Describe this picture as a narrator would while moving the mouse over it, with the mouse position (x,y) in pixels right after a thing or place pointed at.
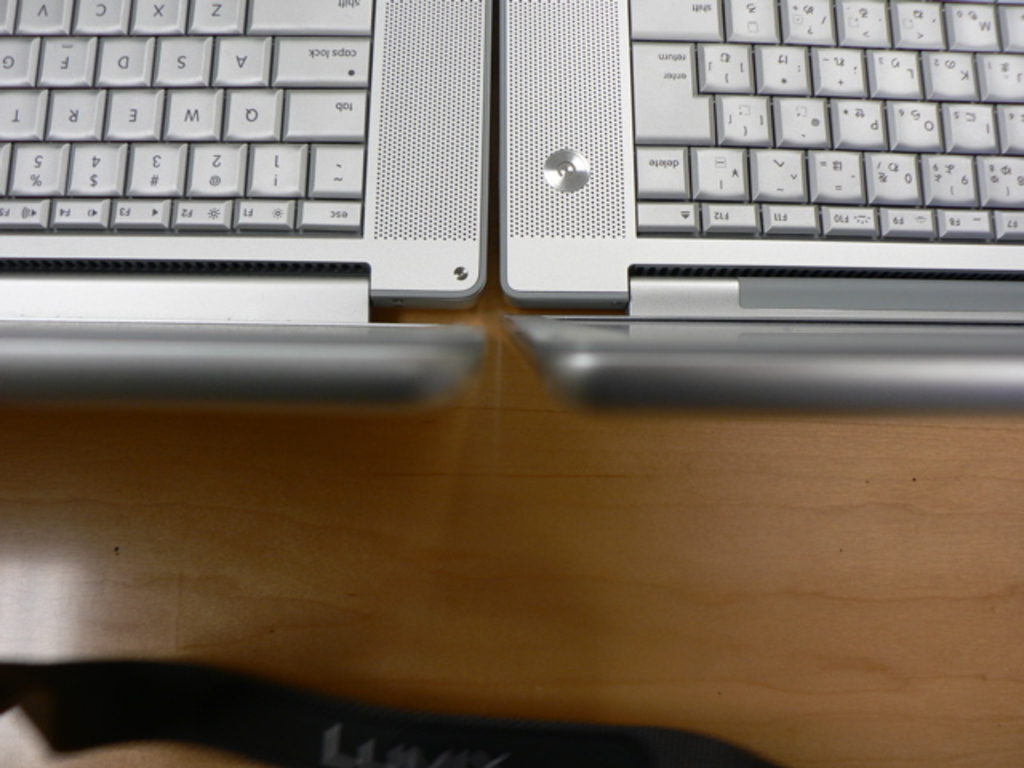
In this picture we can see keyboards (905,37).
